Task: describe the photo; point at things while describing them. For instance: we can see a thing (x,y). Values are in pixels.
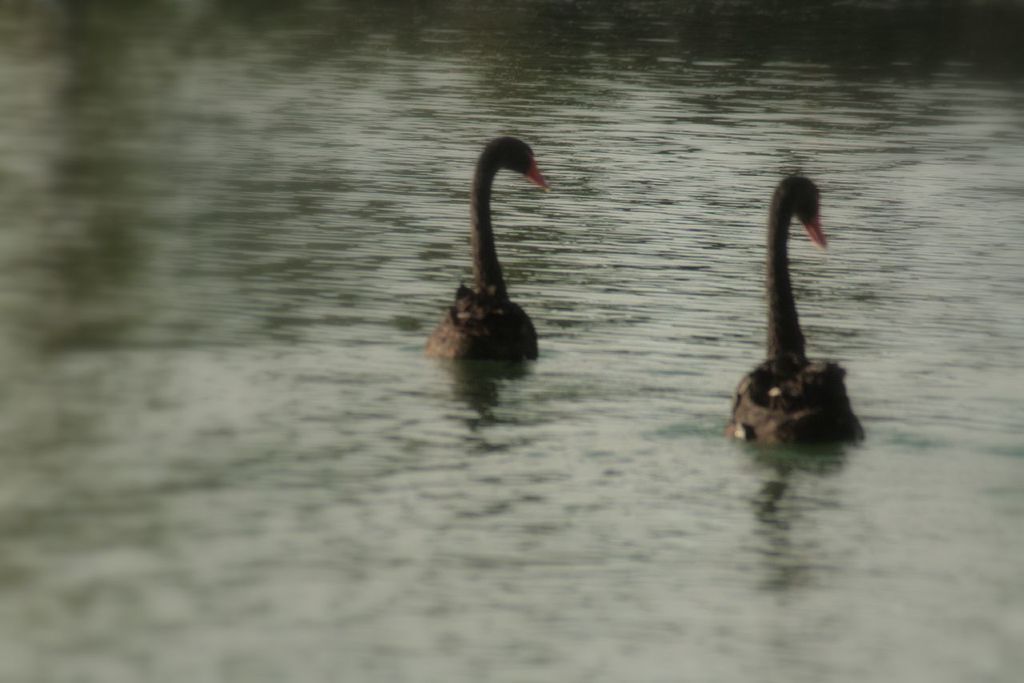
In the center of the image (490,253) there are birds (793,418) in the water (405,520).
